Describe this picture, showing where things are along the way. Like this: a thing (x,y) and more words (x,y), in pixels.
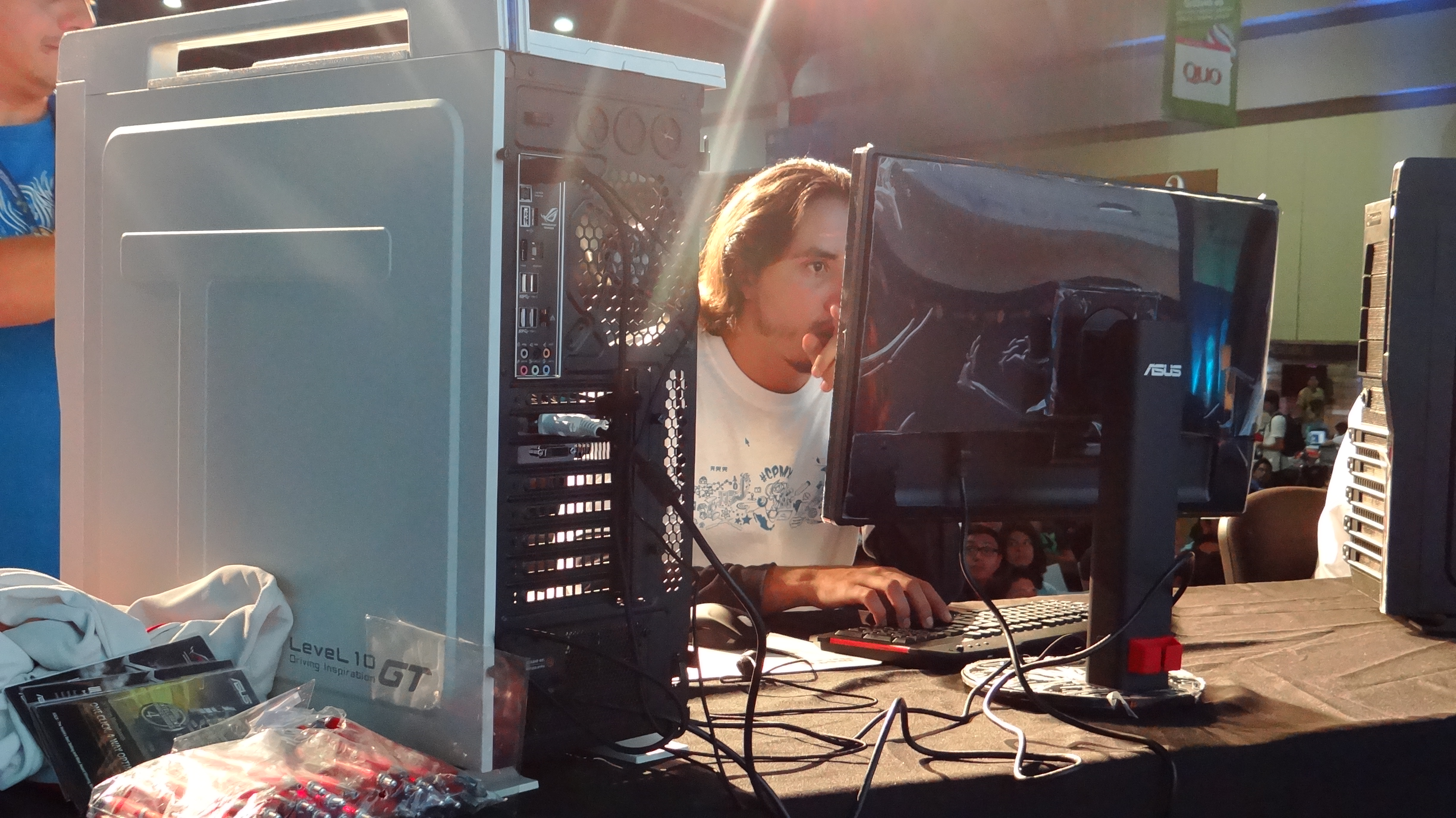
In this image there is a PC desktop (187,440), monitor (1215,433), keyboard (909,636), cables (717,738), mouse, and some objects (40,672) on the table (1394,764), and there is a person (787,555) sitting, another person (16,114) standing, and in the background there are group of people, lights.
